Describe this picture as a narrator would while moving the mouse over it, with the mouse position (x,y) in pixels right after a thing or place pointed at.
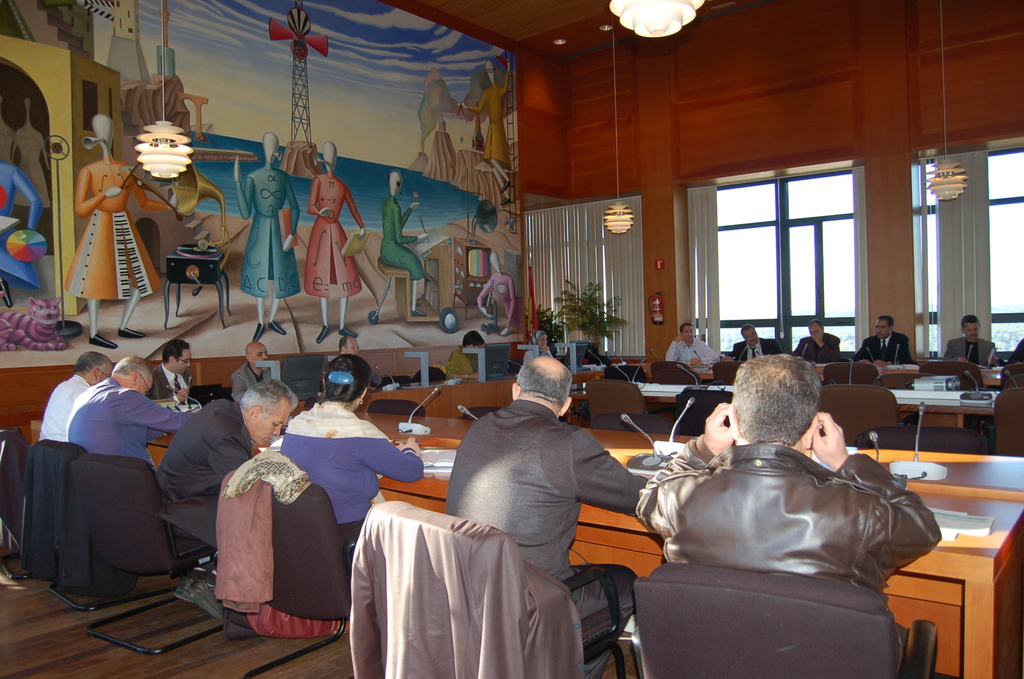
In this image few persons (715,483) are sitting on the chairs (335,532) having clothes (487,576) on it. Before them there is a table (452,442) having few mics (936,477) and papers (938,520) on it. There are few plants (551,316), behind there is a window (582,261) covered with curtain (591,257). There is a fire extinguisher (661,306) attached to the wall (656,289). There are few lamps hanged from roof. Wall (252,116) is painted with some pictures (245,254) on it.
